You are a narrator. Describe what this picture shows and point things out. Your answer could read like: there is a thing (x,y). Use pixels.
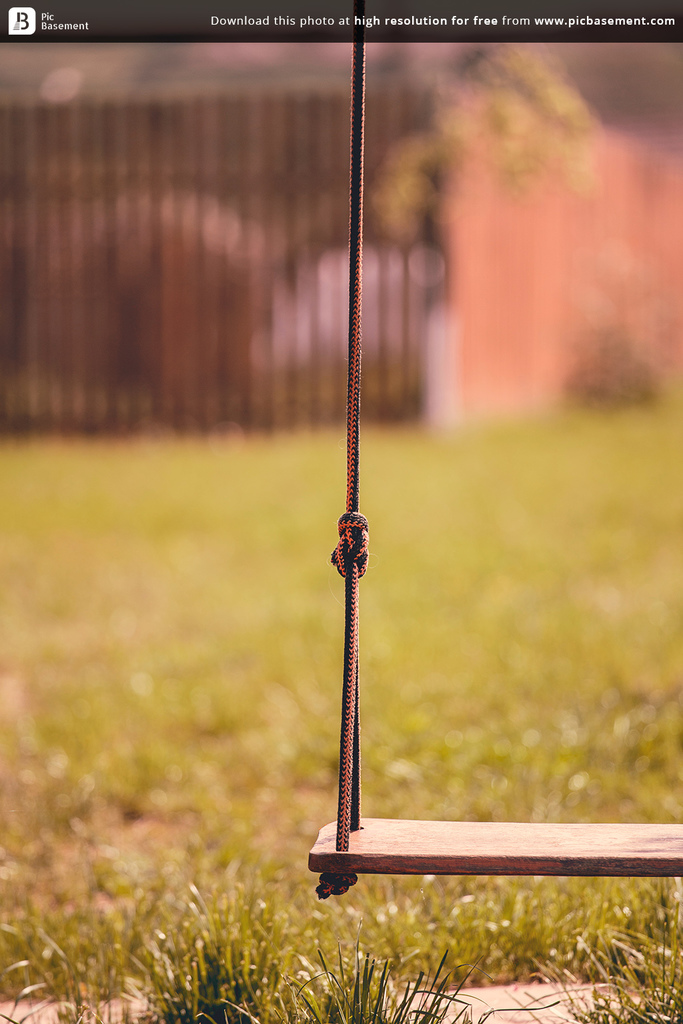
Here I can see a swing (368,826). At the bottom (174,933) I can see the grass (164,726) on the ground (161,598). In the background (181,231) there is a fencing (293,241) and wall (530,228).
